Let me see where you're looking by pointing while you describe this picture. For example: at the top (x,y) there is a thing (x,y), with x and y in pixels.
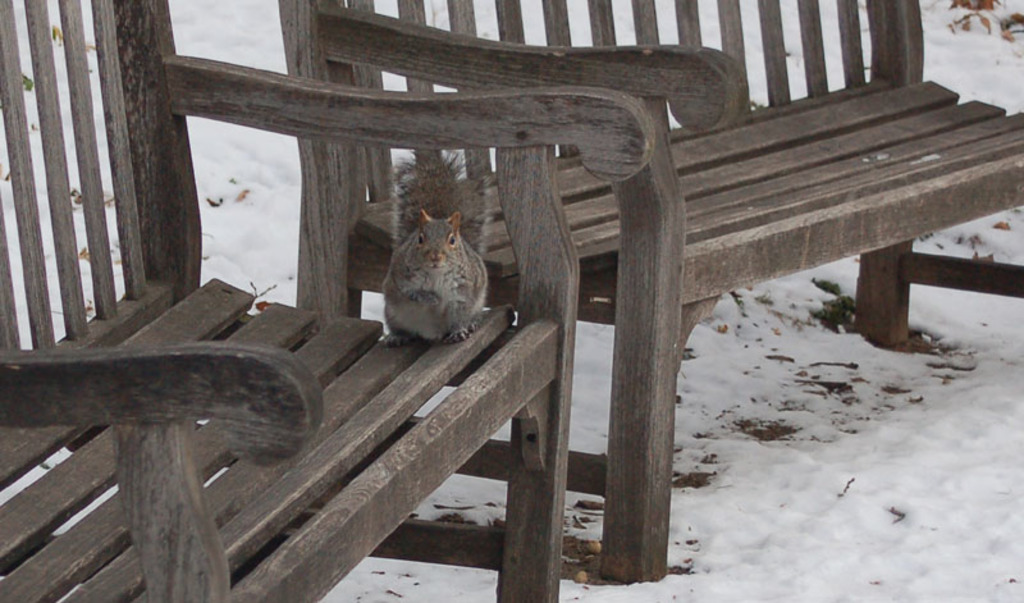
In the image we can see two benches (750,211). In front bench (572,287) there is a squirrel (445,291). In the background (828,35) we can see snow (955,14).
